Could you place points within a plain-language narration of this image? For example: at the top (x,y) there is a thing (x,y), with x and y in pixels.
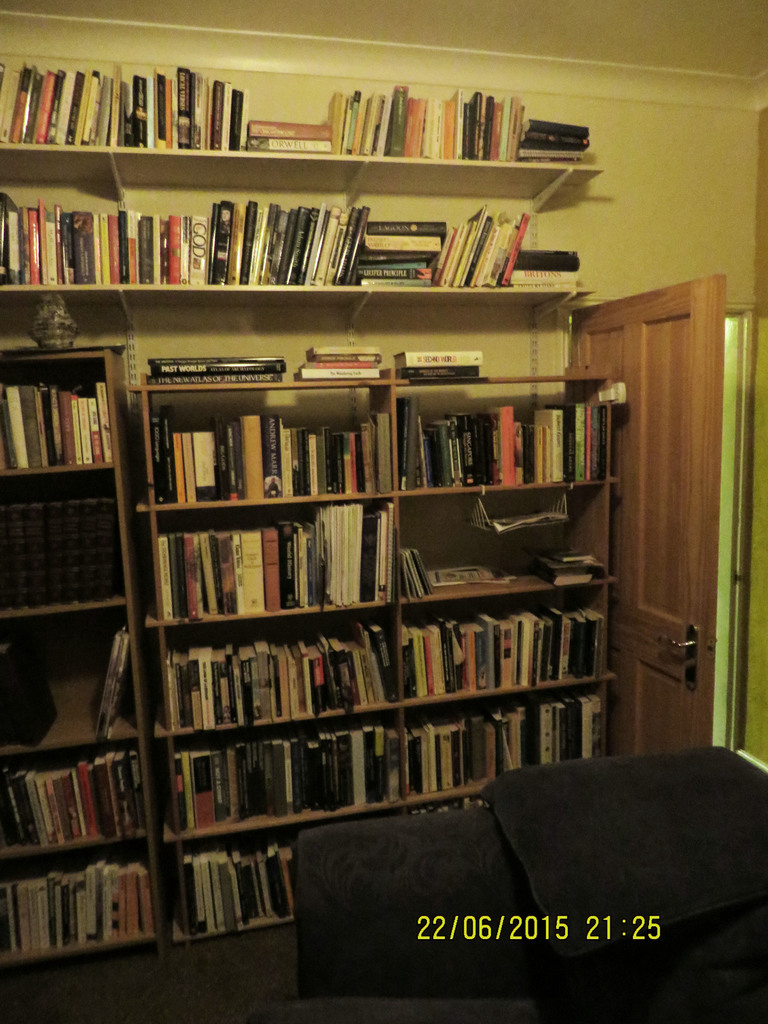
In this picture, we can see racks (293,514) and in the racks (286,501) there are different kinds of books (312,438) and on the right side of the racks (491,552) there is a wooden door (620,331) and a wall (669,159). On the image there is a watermark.
